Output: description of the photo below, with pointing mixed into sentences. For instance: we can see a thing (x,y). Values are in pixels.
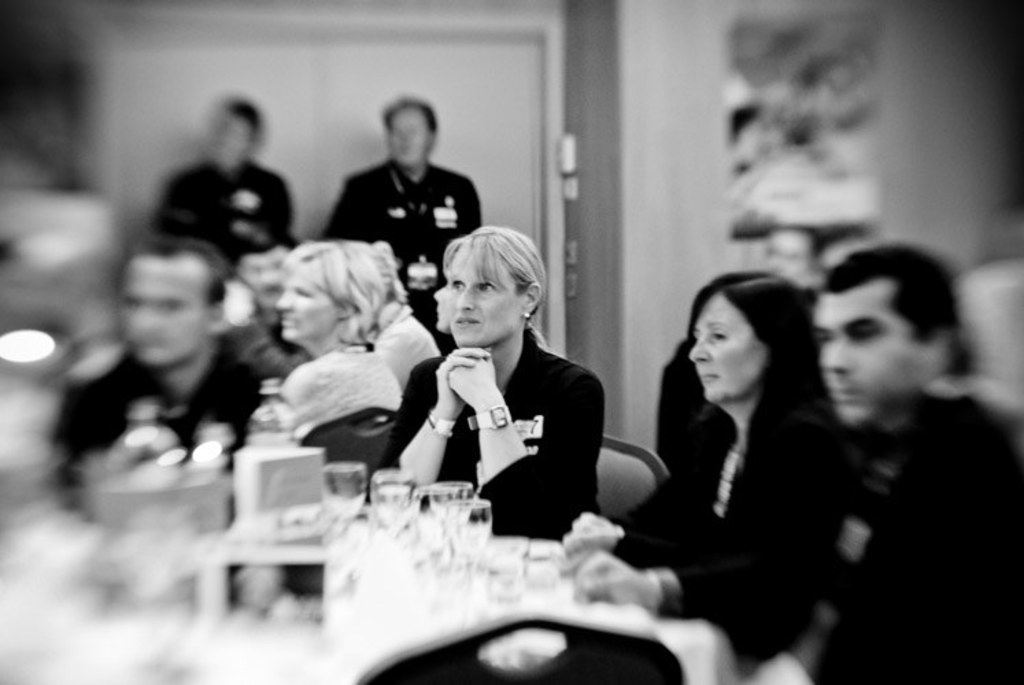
In this image we can see some group of persons (166,291) sitting on chairs (611,656) around table (327,521) and in the background of the image (400,114) there are two persons (349,185) standing near the wall (480,106), we can see some bottles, glasses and some other items (161,568) on table (83,561).
